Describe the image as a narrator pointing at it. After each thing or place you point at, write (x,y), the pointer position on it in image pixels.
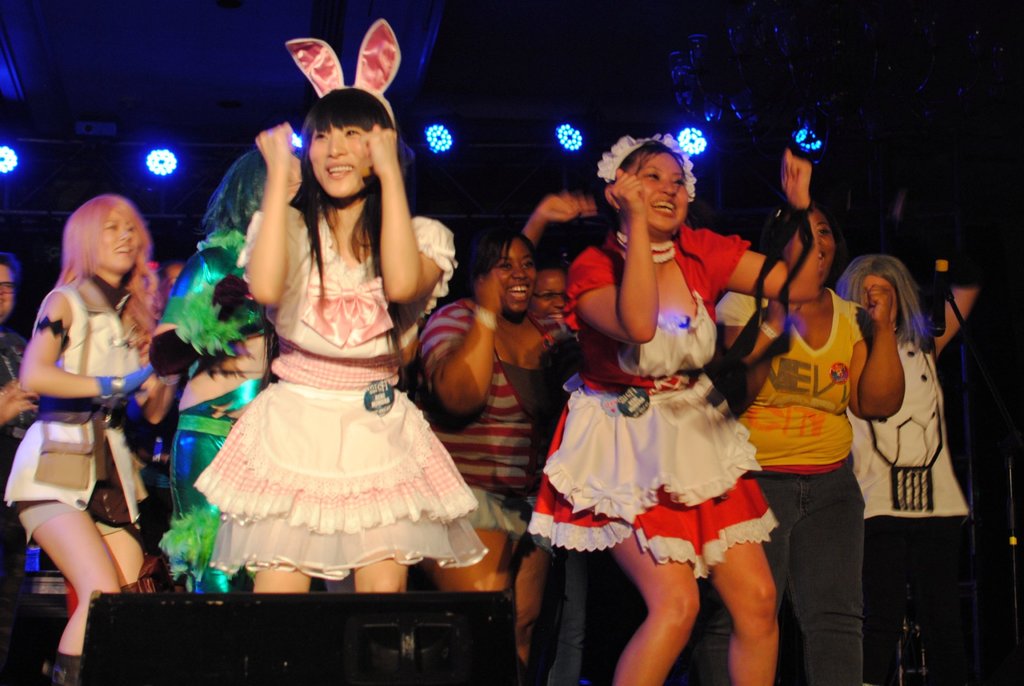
In this picture we can see there are groups of people (283,251) are in fancy dress (709,323) and dancing on the stage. Behind the people (151,336) there is a dark background (53,132) and lights (687,148).
